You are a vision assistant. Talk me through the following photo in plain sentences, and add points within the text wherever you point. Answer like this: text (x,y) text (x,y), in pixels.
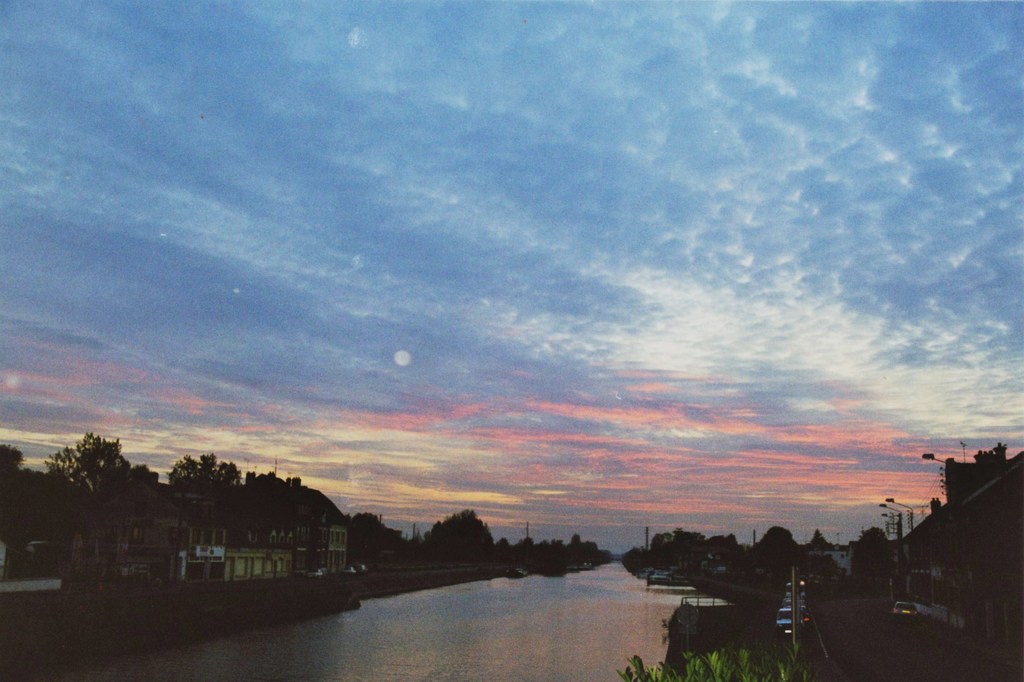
In this picture we can see vehicles (904,607), buildings (226,544), trees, light poles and some objects (55,586) and in the background (174,276) we can see the sky (500,255) with clouds (417,346).
